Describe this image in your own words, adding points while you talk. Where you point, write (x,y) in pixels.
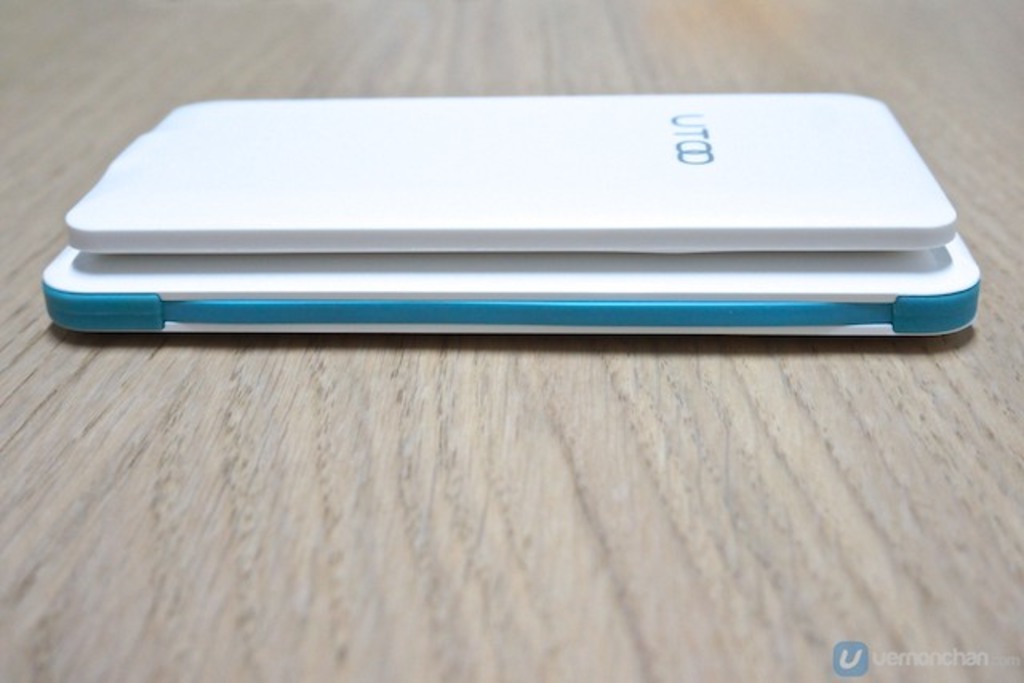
These are the two electronic gadgets (609,253) in white color.
